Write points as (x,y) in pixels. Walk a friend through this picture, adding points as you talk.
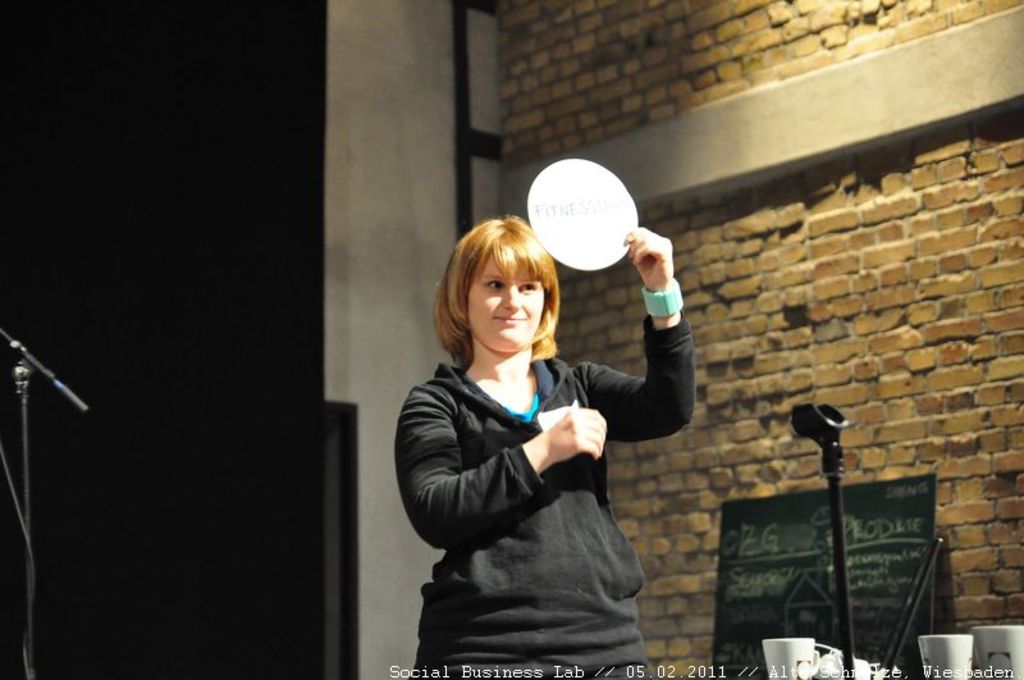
In the center of the image (637,389), we can see lady (637,389) holding a board (603,246) and in the background (758,276), there is a mic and we can see stands (23,437), cups (980,629) and there is an other board (853,511) and a wall (878,369). At the bottom (710,674), there is some text (640,672).
